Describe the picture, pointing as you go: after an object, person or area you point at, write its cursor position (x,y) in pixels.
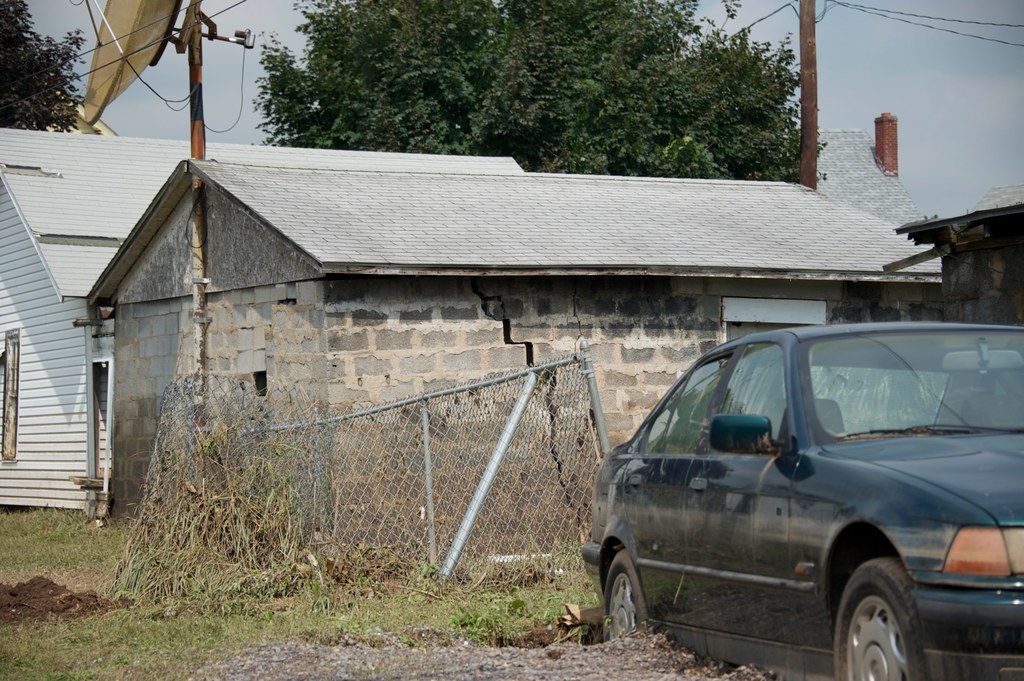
In the foreground of the picture (447,304) there are plants (499,607), grass (172,641), car (651,426), railing (243,440) and buildings (661,267). In the center of the picture (677,306) there are trees (554,75), houses (27,158), current pole (802,39), antenna (154,41) and cables (931,17).
